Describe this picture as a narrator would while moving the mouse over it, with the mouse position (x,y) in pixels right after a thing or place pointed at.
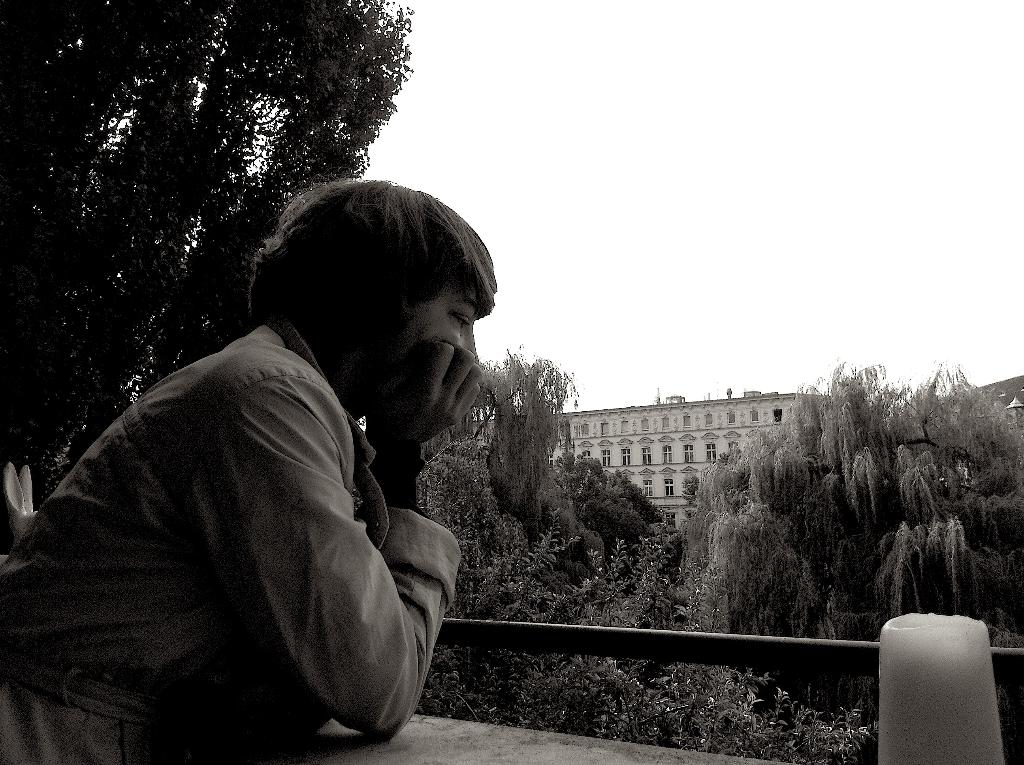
This is a black and white image and here we can see a person (215,419) standing and in the background (604,504), there are trees (563,470), buildings (758,418) and we can see some objects (19,516) and there is a rod (720,644). At the top (662,146), there is sky (659,145).
